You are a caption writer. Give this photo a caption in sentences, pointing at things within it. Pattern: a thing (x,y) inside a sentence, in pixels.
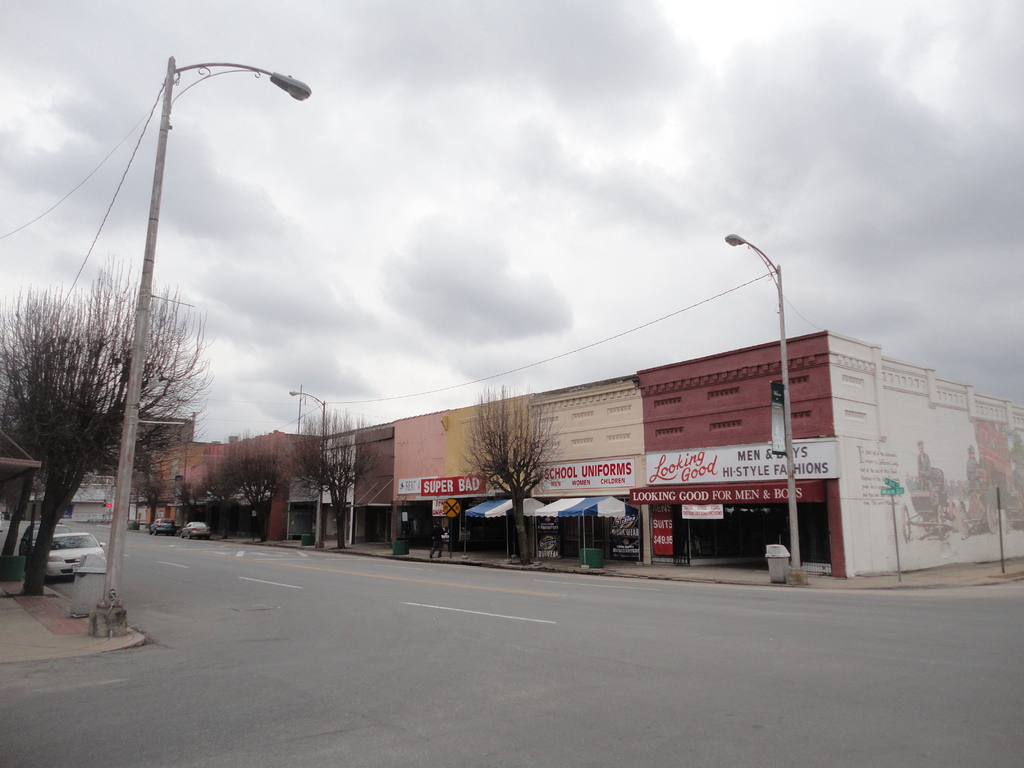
In this picture we can see few vehicles (72,565) on the road (251,602), and a person (433,548) is walking on the pathway (577,559), beside to the road (237,605) we can find few poles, lights (282,81), trees (182,330), hoardings (572,475) and few houses (567,410).
